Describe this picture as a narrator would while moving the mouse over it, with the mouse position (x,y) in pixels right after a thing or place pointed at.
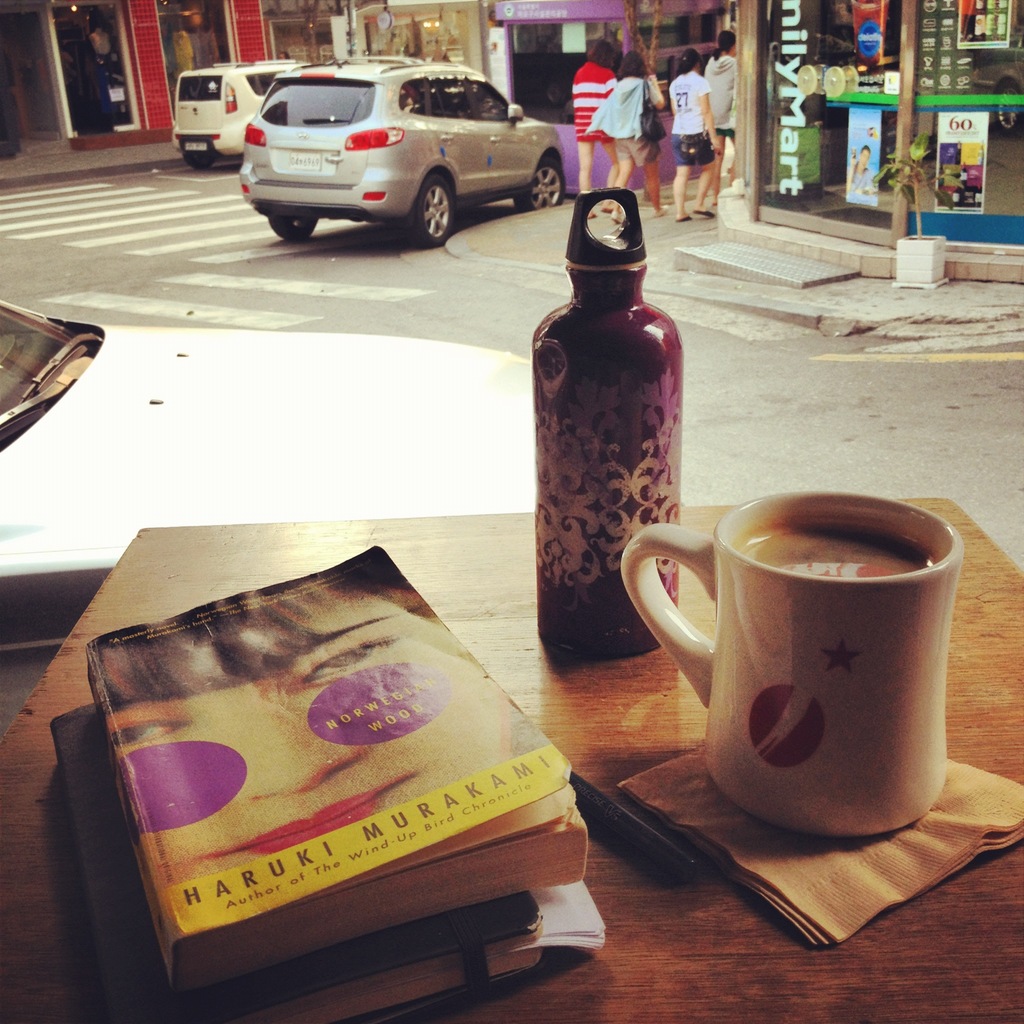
On this table (752,904) there is a bottle (662,480), coffee cup (798,605), pen (620,812) and books (393,735). Vehicles (293,456) on road (286,278). These persons (604,135) are walking, as there is a leg movement. These are stores (359,54). On this store (888,54) there are posters (873,54).
